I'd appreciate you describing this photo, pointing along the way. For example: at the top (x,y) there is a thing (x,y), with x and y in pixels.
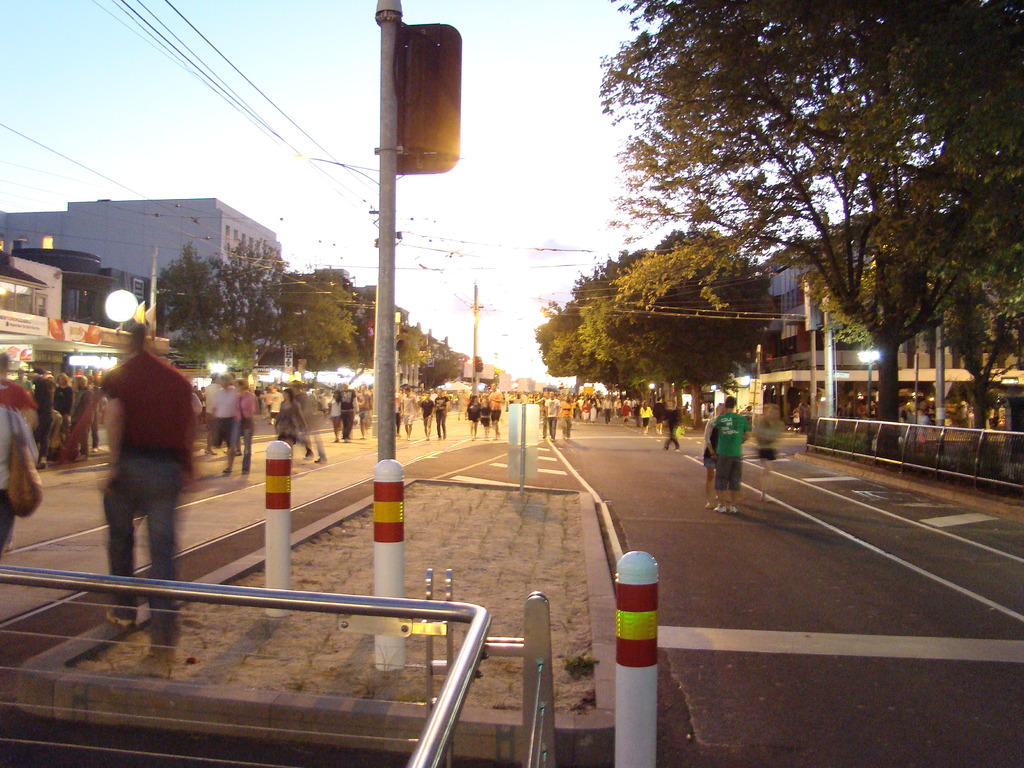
On the road (201,457) there are a lot of people (365,401) walking beside the footpath (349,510), beside the people (15,413) there are some stores (121,333) and buildings (104,330) and plenty of trees (888,344) and in between the road (568,486) there are some poles (282,562) and there are a lot of wires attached to the poles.
